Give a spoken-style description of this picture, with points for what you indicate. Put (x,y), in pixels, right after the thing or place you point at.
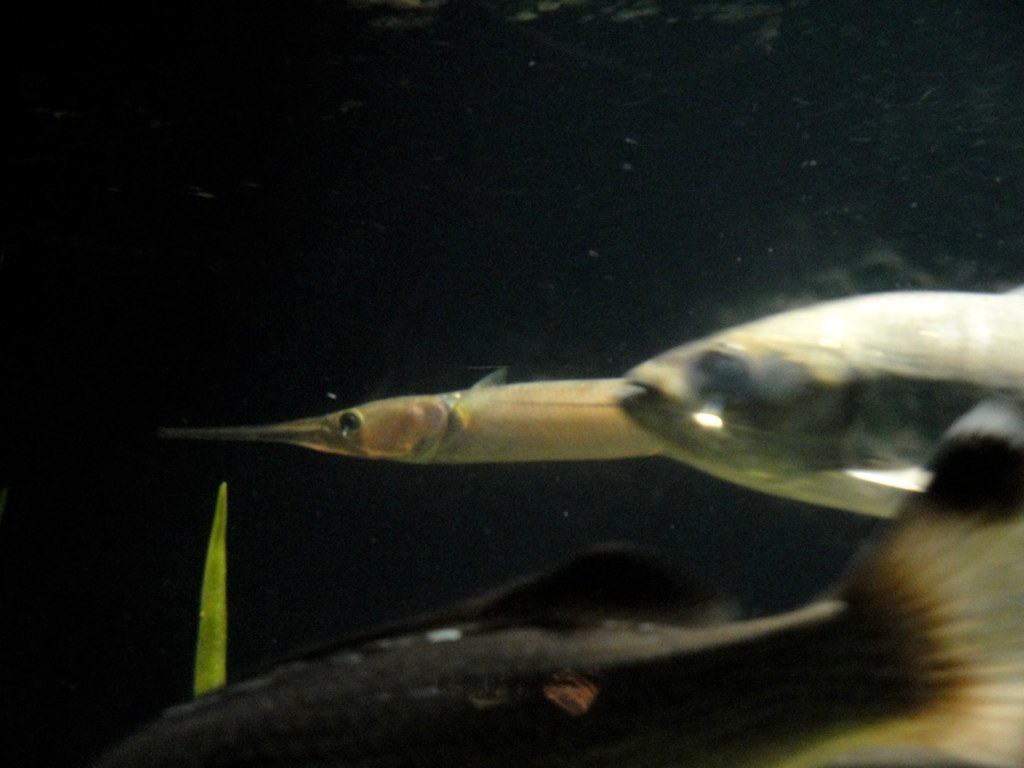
In this picture, we see two fishes (592,456) are swimming in the water (416,365). At the bottom (531,707), we see a black fish (684,686) is swimming in the water (853,227). In the background (384,208), it is black in color and this picture might be clicked in the aquarium (505,152). This picture might be clicked in the dark.
